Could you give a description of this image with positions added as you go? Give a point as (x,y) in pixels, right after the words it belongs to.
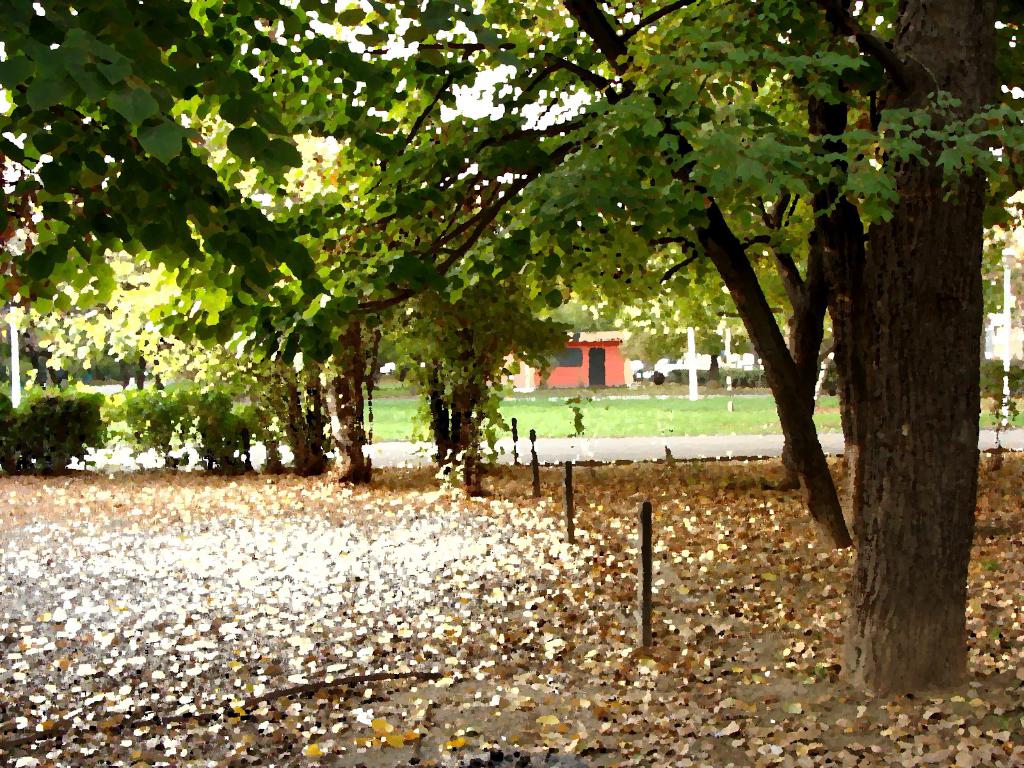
In the middle of the picture (351,338), we see the trees (479,442). At the bottom (472,605), we see dry leaves (457,611) and small poles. In the background (582,335), we see the poles (688,332) and a building (610,372) in red color.
